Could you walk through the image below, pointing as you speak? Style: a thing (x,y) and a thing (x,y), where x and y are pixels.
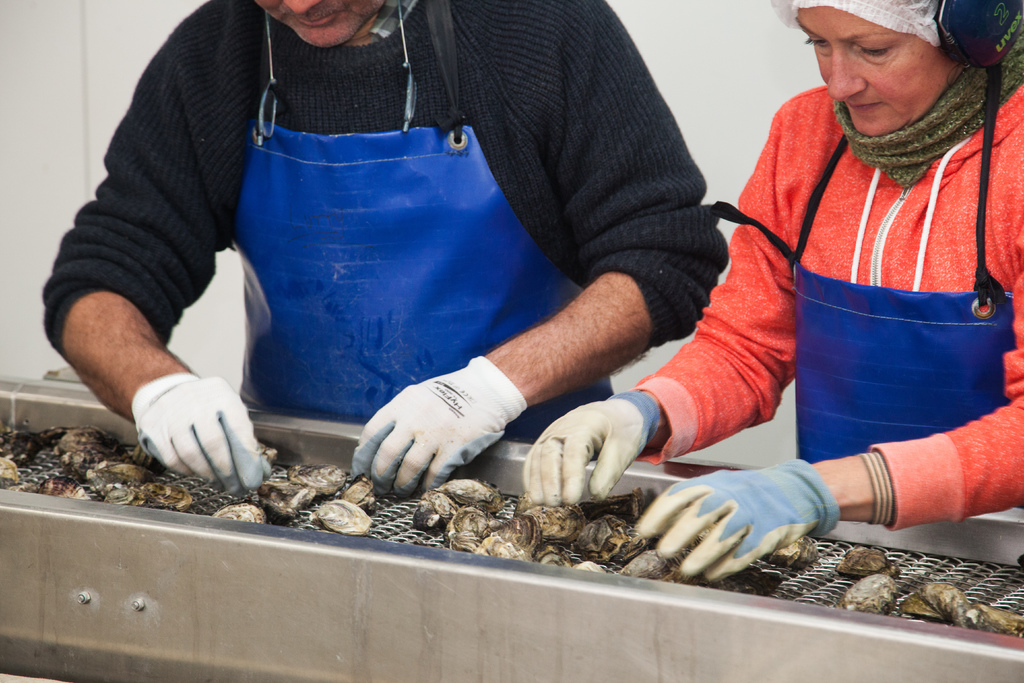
In this image I can see two persons (448,224) standing and wearing gloves (777,502). There are oysters (492,507) on an object (374,524).
